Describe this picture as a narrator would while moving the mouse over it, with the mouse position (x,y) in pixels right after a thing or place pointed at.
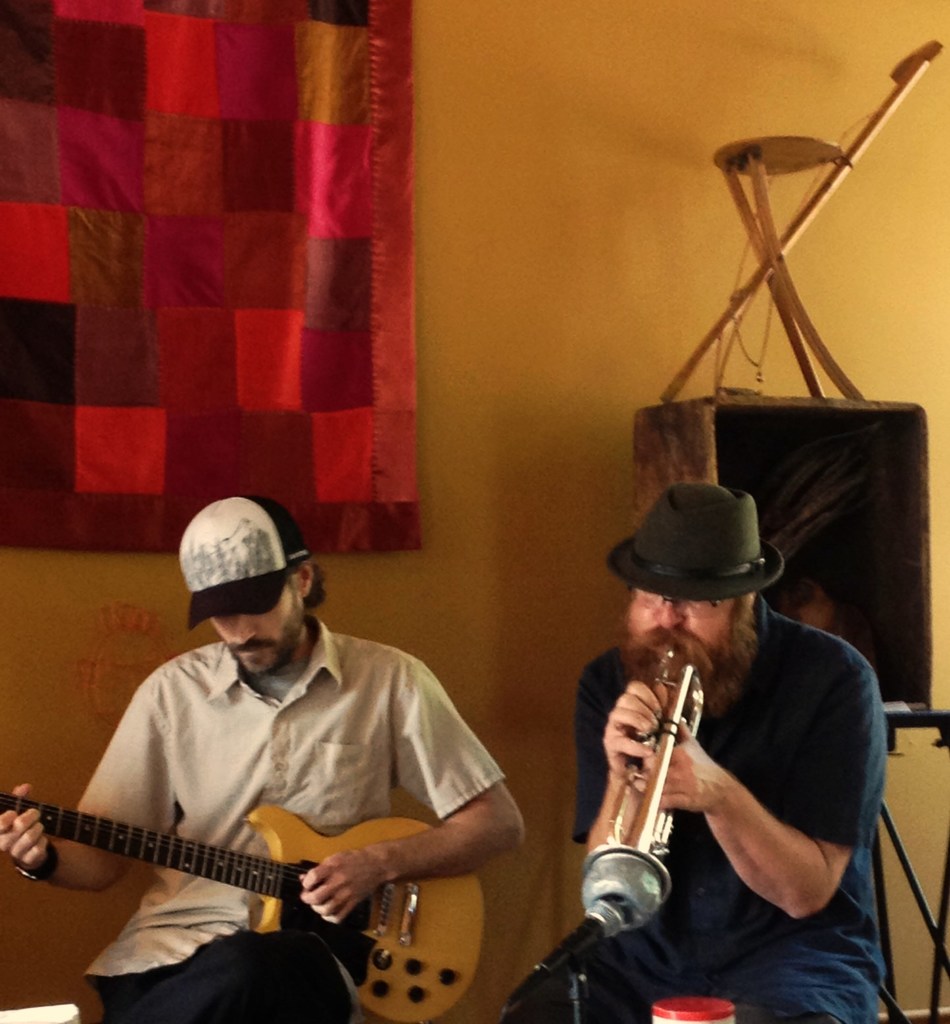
This picture shows a man (593,1011) seated and playing a trumpet (681,702) and we see the man (152,899) seated and playing guitar (385,1012) and we see a quilt (304,445) on the wall (609,301) and a foldable chair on a box (694,413).
